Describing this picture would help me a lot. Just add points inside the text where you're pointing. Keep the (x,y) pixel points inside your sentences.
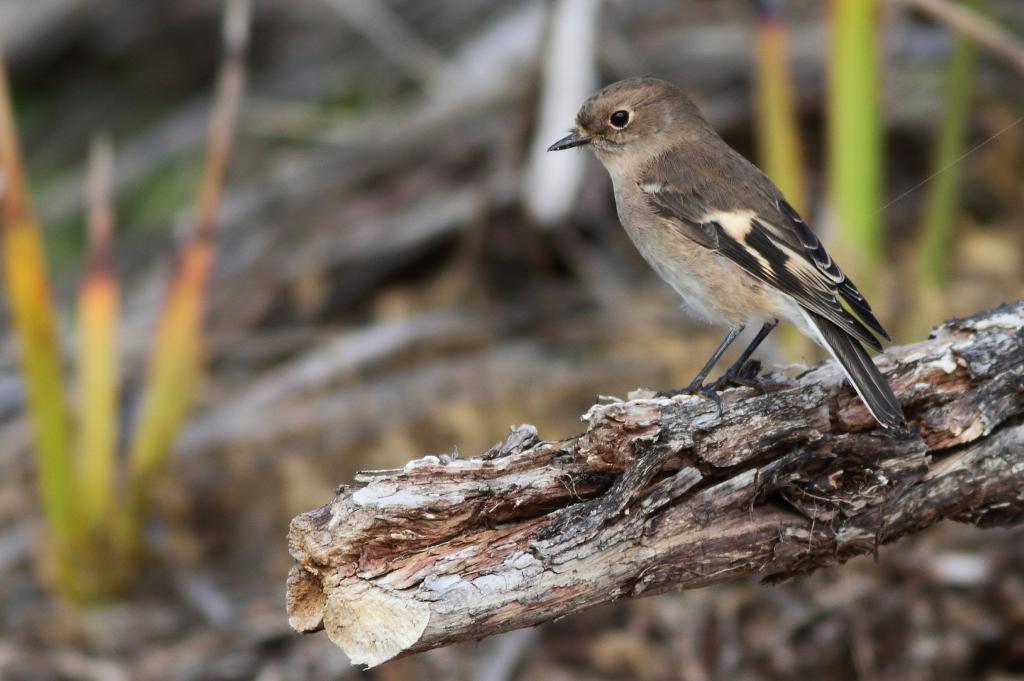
In the foreground of this image (773,260), there is a bird (683,164) on the wood (787,479). In the background (114,552), there are two plants (872,166) and remaining are unclear.
